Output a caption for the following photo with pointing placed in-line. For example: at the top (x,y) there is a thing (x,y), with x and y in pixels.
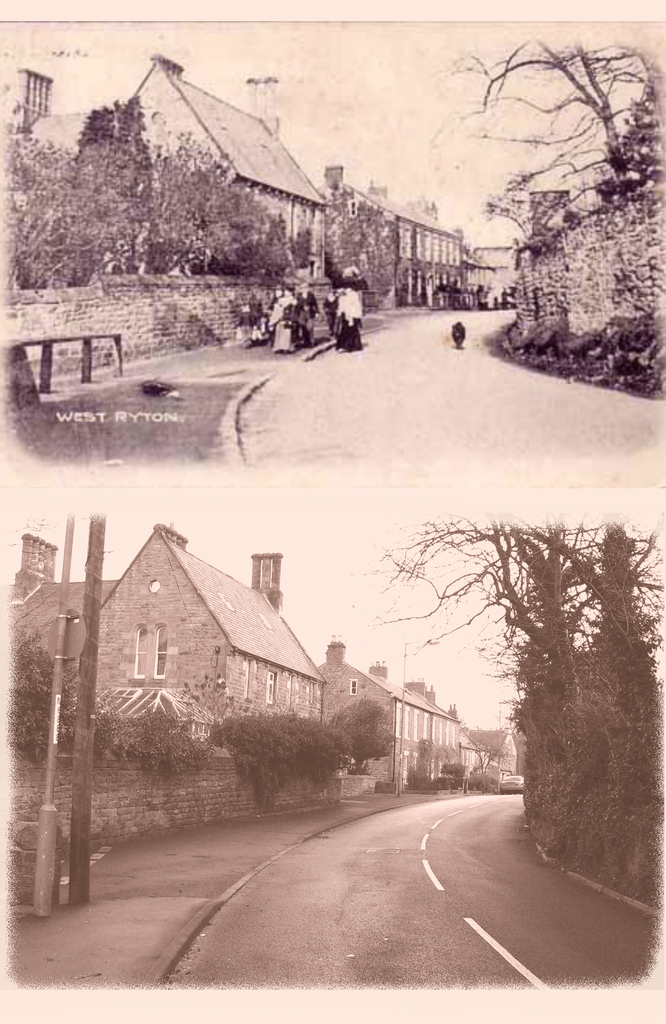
This is a black and white image and there are two pictures in the image. At the top of the image (353,299) we can see persons (339,309) standing on the road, buildings (163,73), trees (250,256) and sky (468,160). At the bottom of the image (441,750) we can see buildings (180,699), poles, trees (360,750), motor vehicle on the road (444,869) and sky (489,544).
